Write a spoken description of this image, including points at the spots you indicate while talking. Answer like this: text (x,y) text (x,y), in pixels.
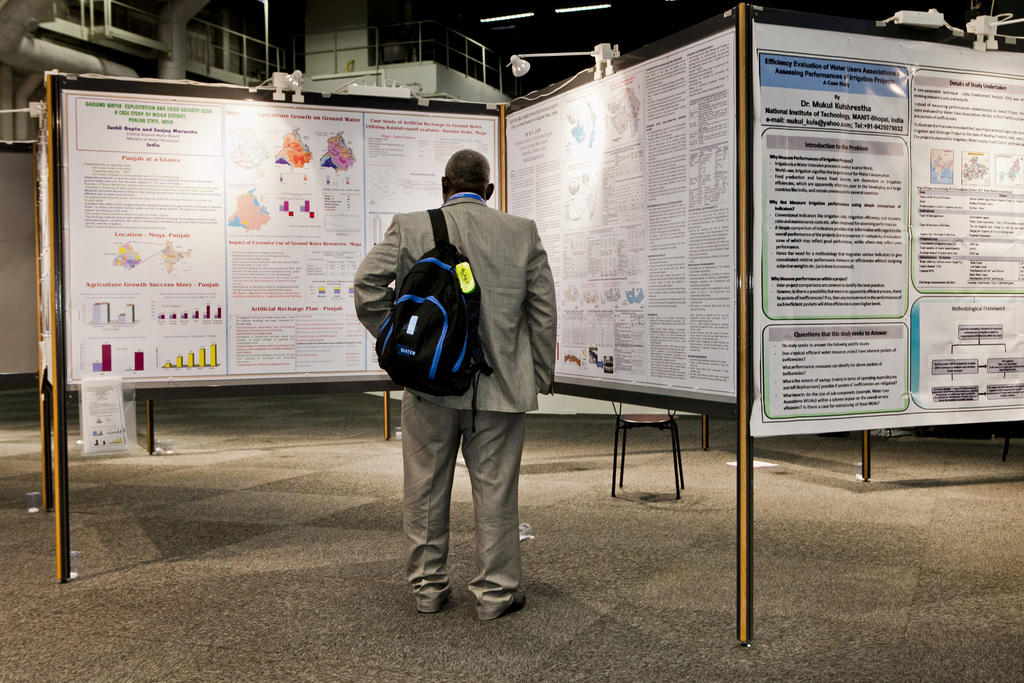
In this image I see a man (495,301) who is wearing a bag (450,259) and standing in front of the boards (805,55) in which there are few papers (691,110) on it.
